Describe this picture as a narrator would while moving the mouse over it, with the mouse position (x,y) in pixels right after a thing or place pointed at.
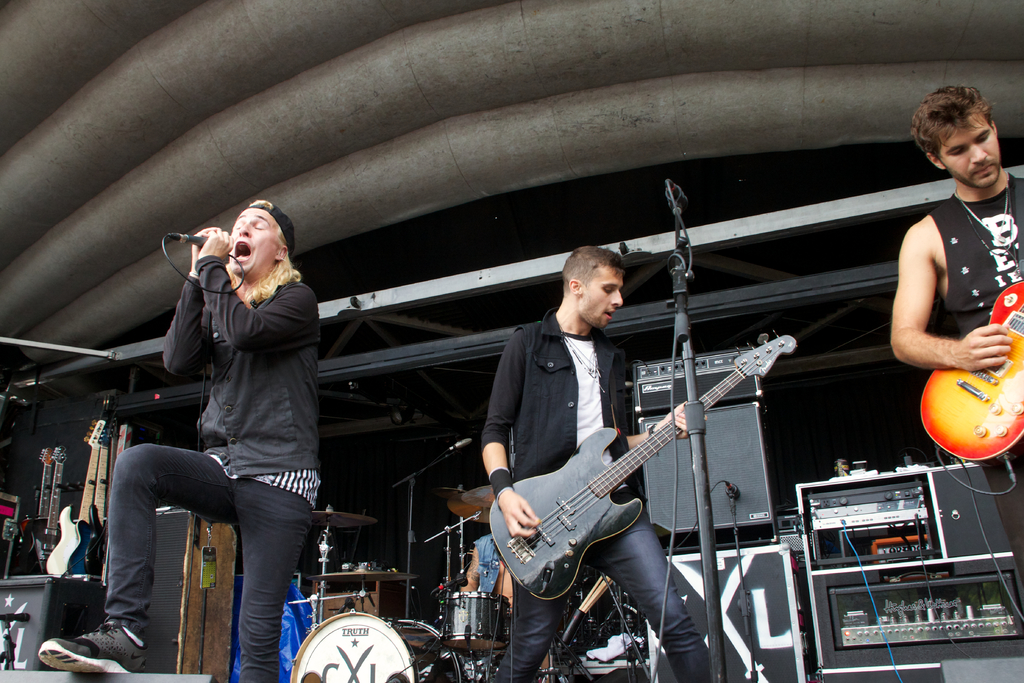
In this picture there are three members (289,245) standing and one of them is singing is holding a microphone (186,238) in both of his hands (226,233) and these two people (525,504) are playing the guitar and in the back (484,550) drop there is a person (476,584) sitting and playing the drum set (431,650) and speakers (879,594).
